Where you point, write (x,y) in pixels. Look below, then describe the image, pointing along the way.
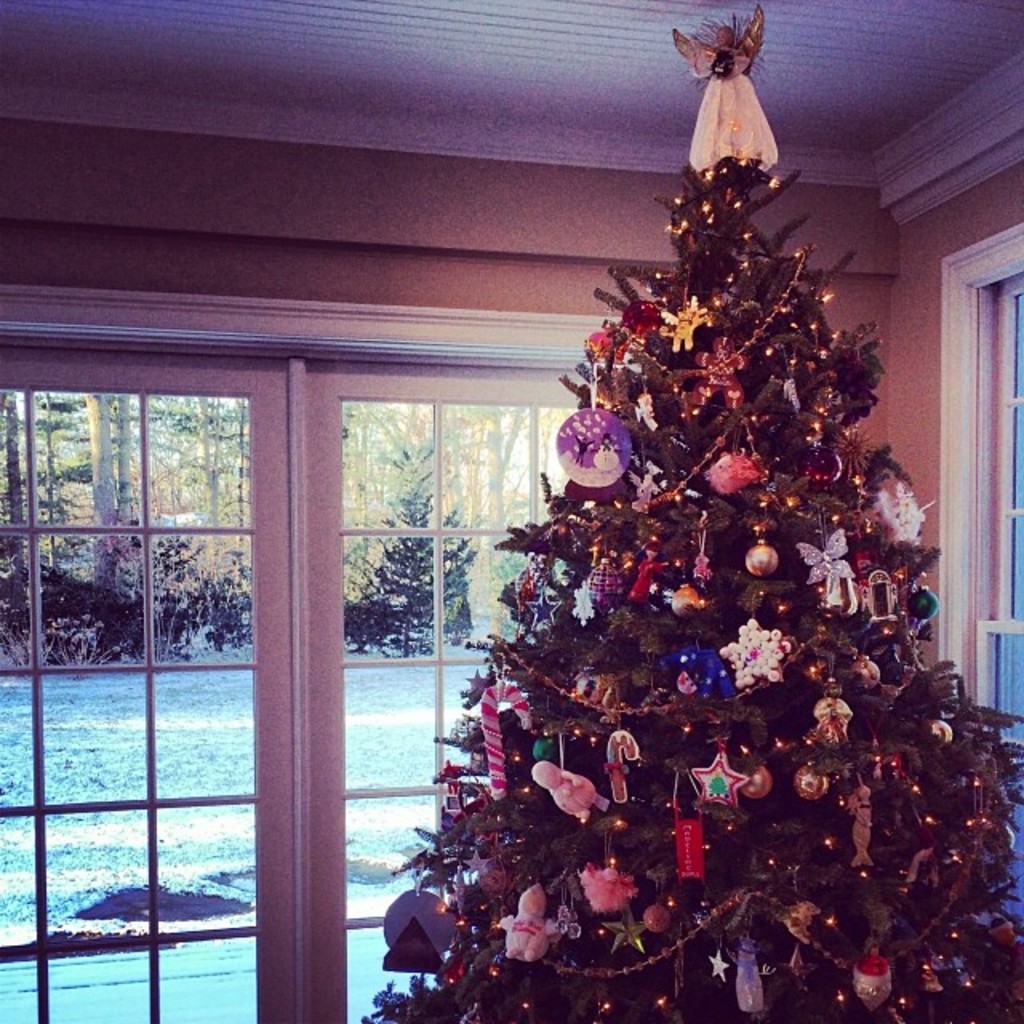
In the image on the right side (876,575) there is a christmas tree (603,602) which is decorated and behind the window (264,675) there are some snow (130,675) and trees (456,527).
